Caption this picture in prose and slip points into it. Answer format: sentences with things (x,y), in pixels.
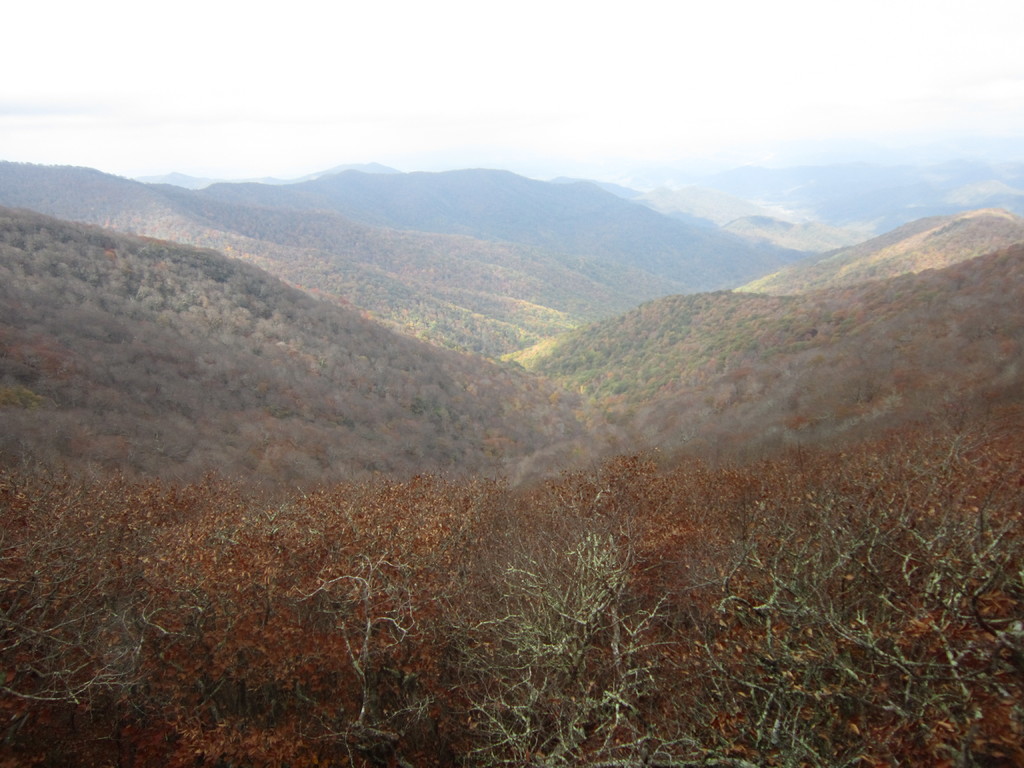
In this image I can see the hills (586,434) covered with the trees (574,492). At the top (227,145) I can see the sky (415,108).
